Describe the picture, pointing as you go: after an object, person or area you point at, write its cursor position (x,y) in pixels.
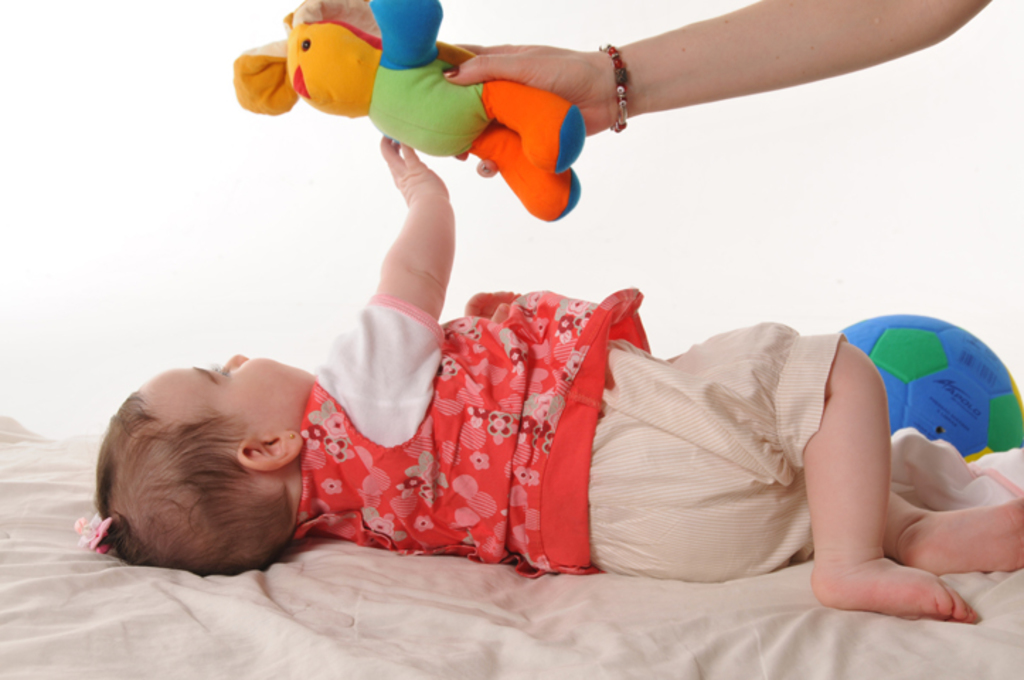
this picture shows a baby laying on the bed (511,647) and another person hand (486,61) showing the baby (423,186) a toy (573,115).
